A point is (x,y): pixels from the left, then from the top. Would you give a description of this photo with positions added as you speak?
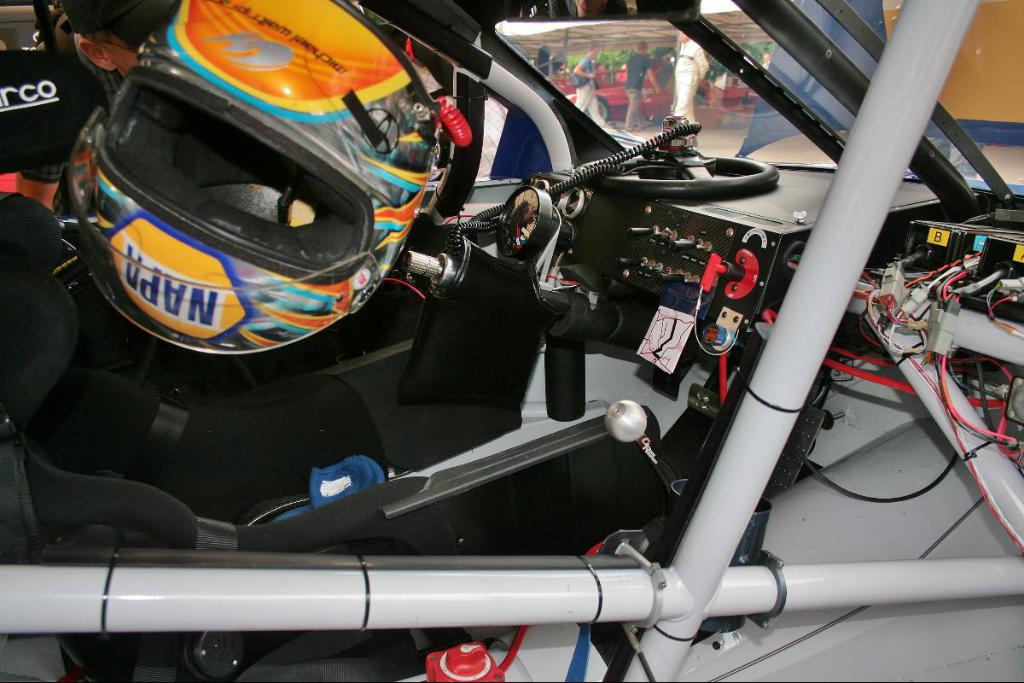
In this picture, we can see a helmet (234,143) in a car (150,530) and in the car (135,498) there is a gear lever (628,415), steering (666,155), cables (633,156) and other things (508,284). Behind the vehicle (548,212), there are some people (641,84) standing on the path (738,127).
